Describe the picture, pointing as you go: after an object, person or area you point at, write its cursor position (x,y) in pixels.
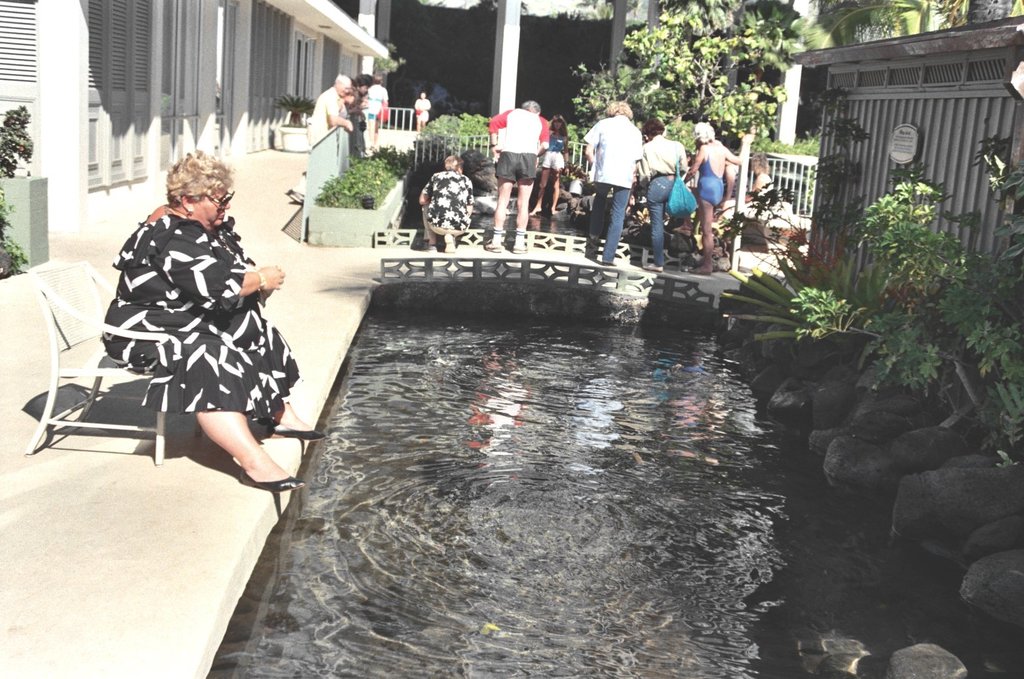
In the picture I can see people (594,223), among them are standing and some are sitting. I can also see the water (588,500), plants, trees (478,15), fence (553,269), doors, fence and some other objects (476,159).
